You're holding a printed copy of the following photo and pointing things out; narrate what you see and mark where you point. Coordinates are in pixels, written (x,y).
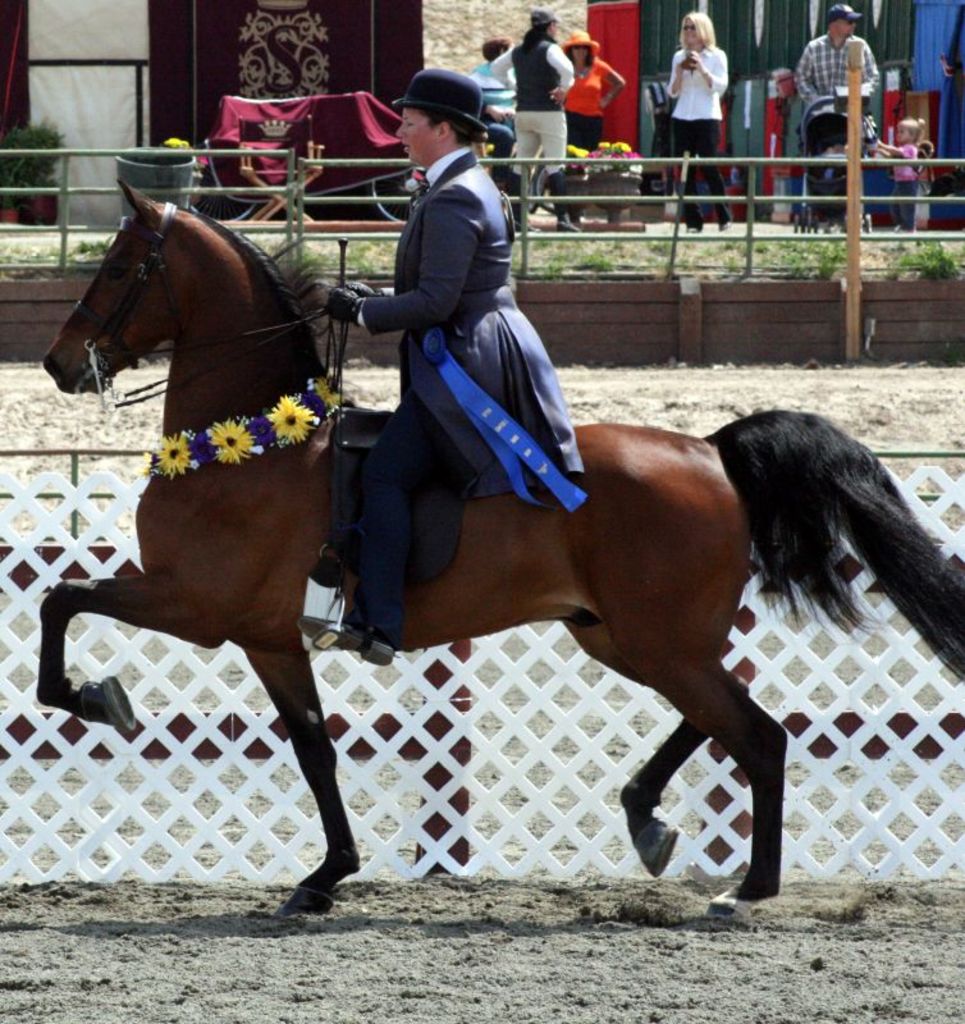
This Picture describe about a woman (453,235) wearing the navy blue coat (496,278) and sitting on the horse (255,539) and riding in the show. Yellow and purple flower ring (248,445) is seen in the horse neck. Behind we can see the white wooden partition board (460,737) and in the background (504,181) we can see a group of people (543,104) standing and enjoying the horse riding show and clicking some photograph.
